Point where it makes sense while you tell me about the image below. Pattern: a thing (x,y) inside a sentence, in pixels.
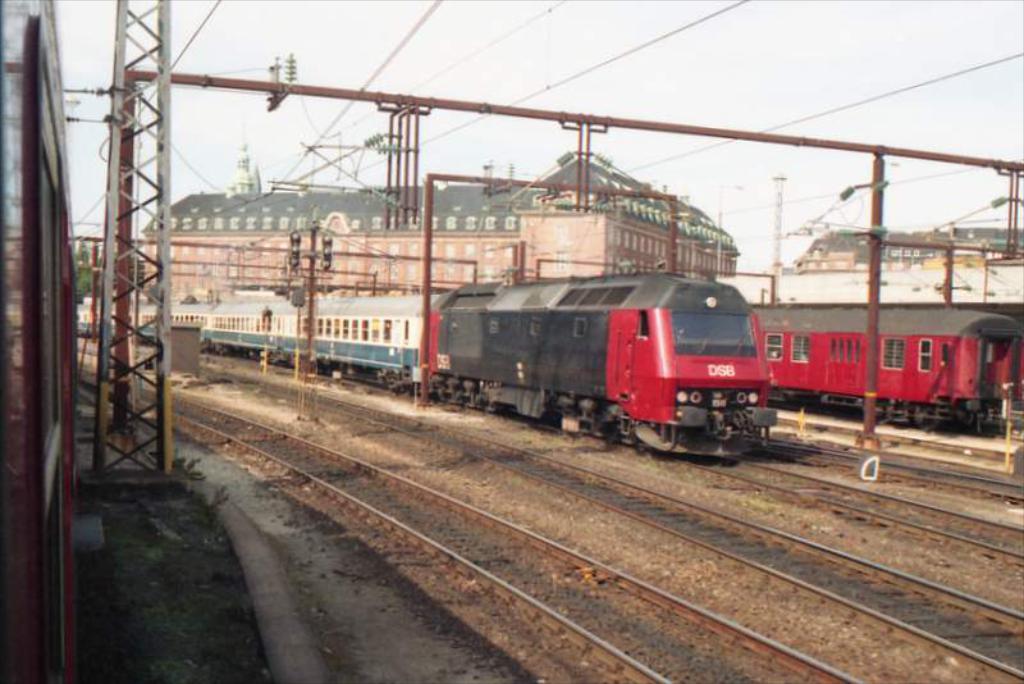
In this image, there are trains (680,350) on the railway tracks (651,521). I can see the electric poles (313,92), buildings (366,239) and wires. In the background (809,133), there is the sky (744,106).
